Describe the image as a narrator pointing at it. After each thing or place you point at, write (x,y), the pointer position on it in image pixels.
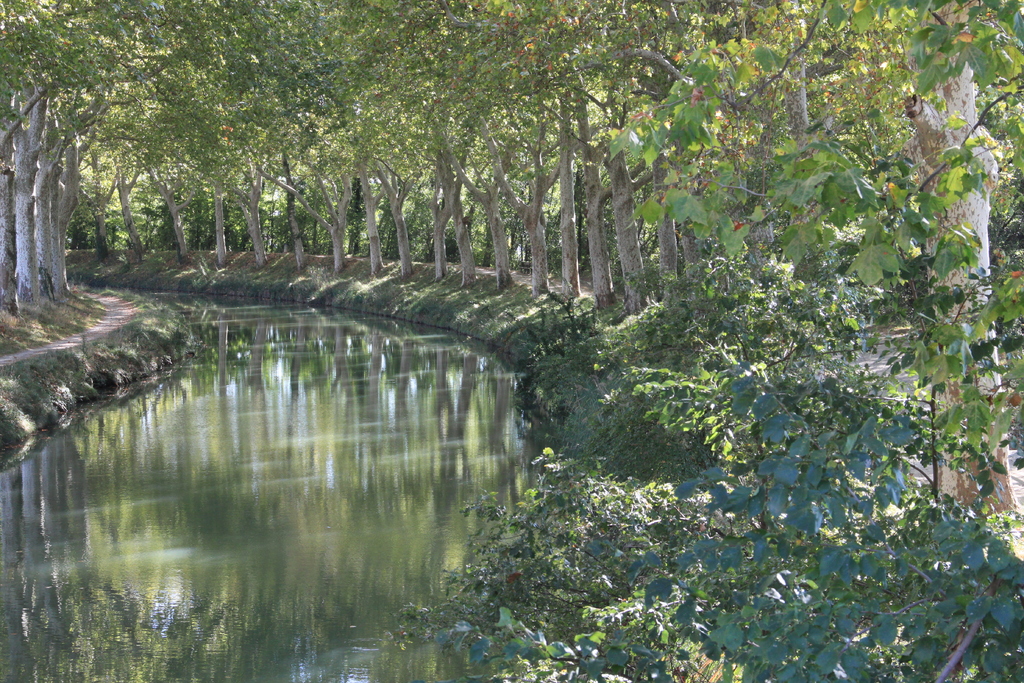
In this image I can see few green color trees (421,2) and the water (333,457).
